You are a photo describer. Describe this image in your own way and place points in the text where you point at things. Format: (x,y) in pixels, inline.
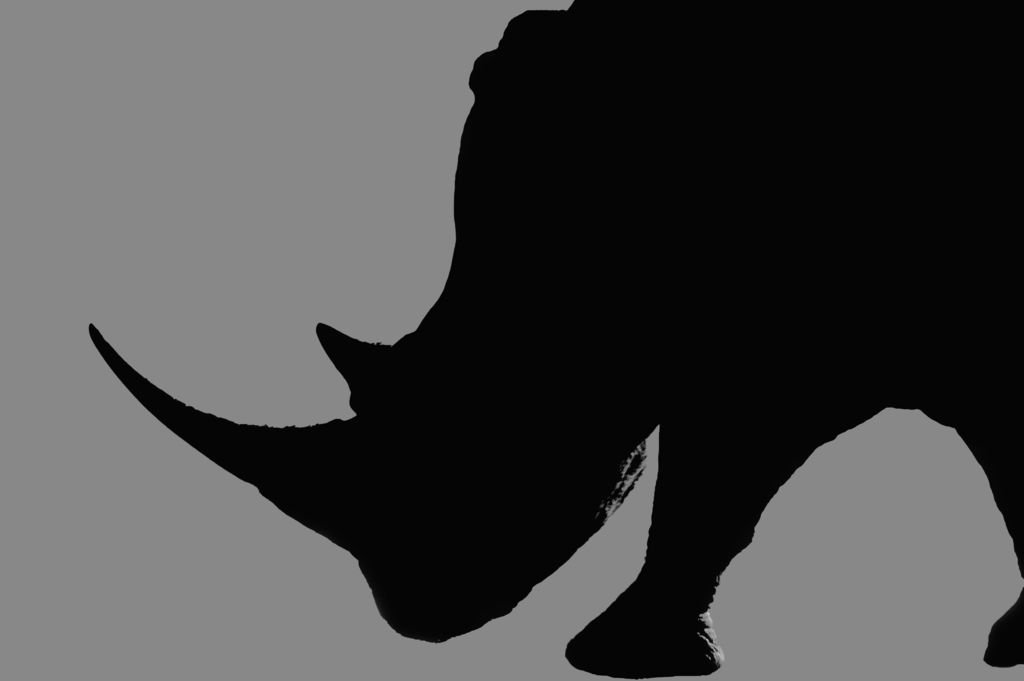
In this image we can see the shadow (346,368) of the rhinoceros (376,524) on the grey color background.
